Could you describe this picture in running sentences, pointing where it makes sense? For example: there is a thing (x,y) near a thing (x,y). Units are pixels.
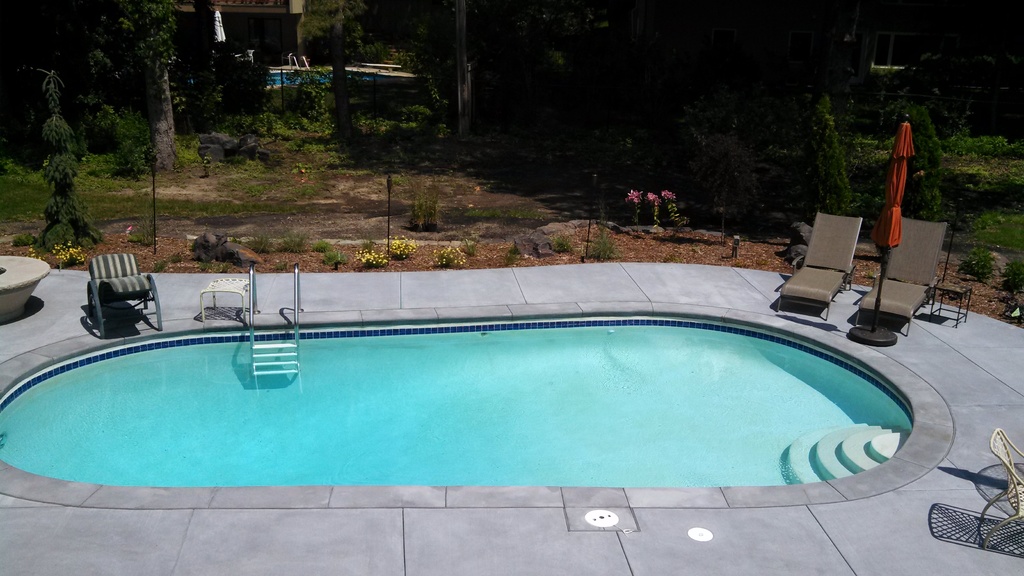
In this image I can see swimming pool (318,416), background (899,273) I can see few chairs (845,265), flowers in pink and yellow color, trees (418,55) in green color.
